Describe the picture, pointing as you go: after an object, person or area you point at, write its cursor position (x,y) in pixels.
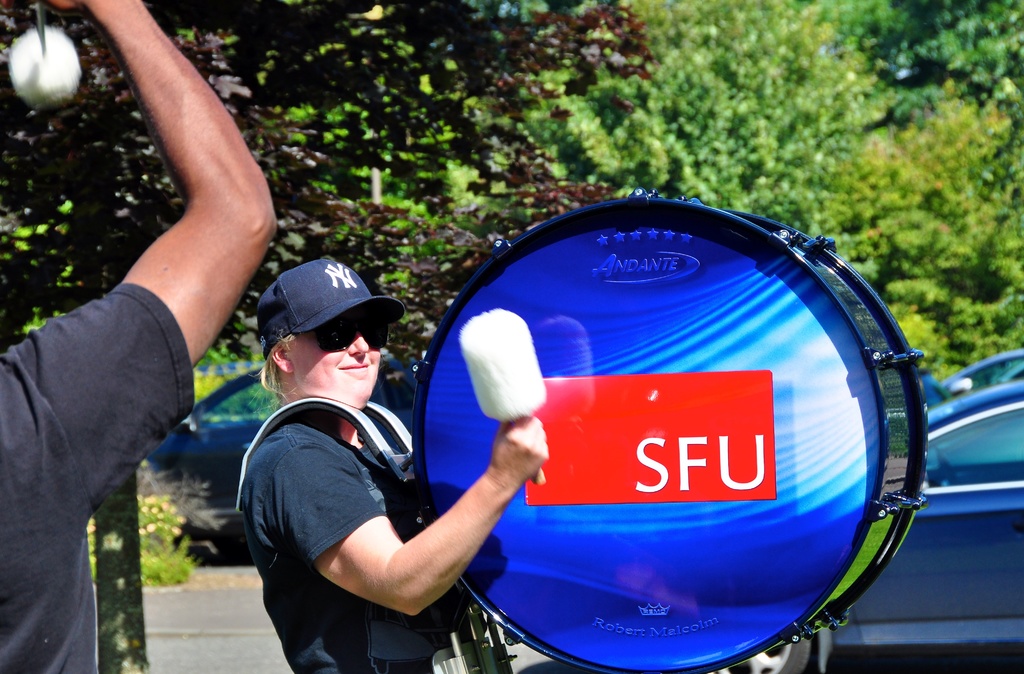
In this image the person (285,331) is playing a drum (618,442). At the back side (950,409) there is a vehicle (949,521) and a trees (582,98).
